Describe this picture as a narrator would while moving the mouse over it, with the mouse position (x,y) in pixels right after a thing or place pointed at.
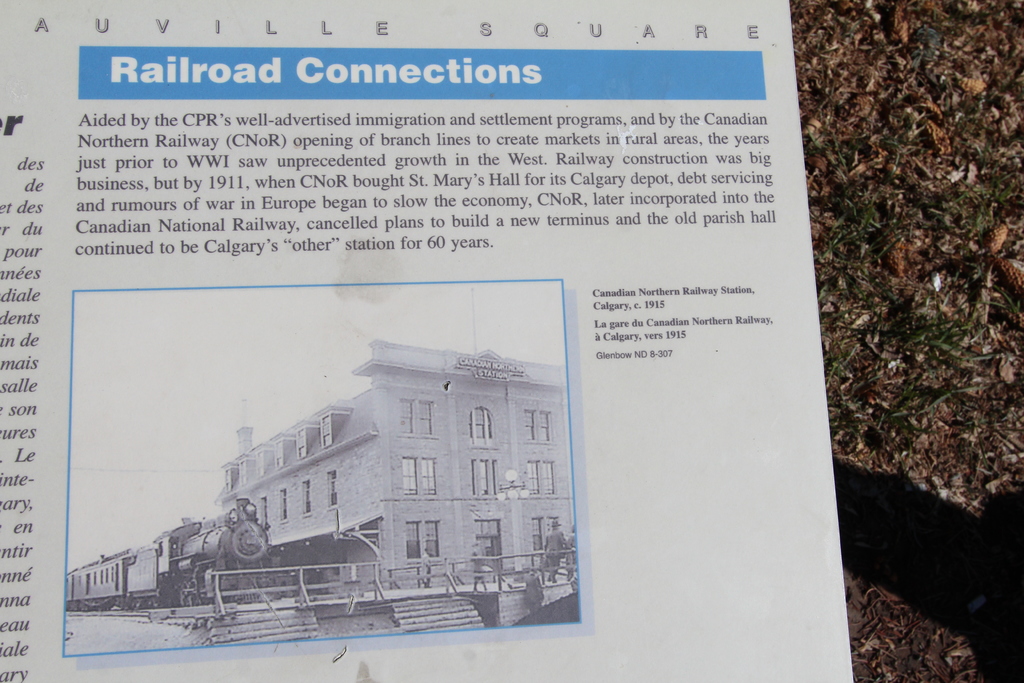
In this picture there is a paper (567,182) and there is a picture (474,434) of a building (462,541) and train (89,588) and there are two people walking behind the railing (513,554) and there is text (471,361) on the building (484,378). At the top (151,150) there is sky (253,359) and there is text (398,143) on the paper (757,555). On the right side of the image (911,655) there is grass (900,135) and there are dried leaves (907,79).
